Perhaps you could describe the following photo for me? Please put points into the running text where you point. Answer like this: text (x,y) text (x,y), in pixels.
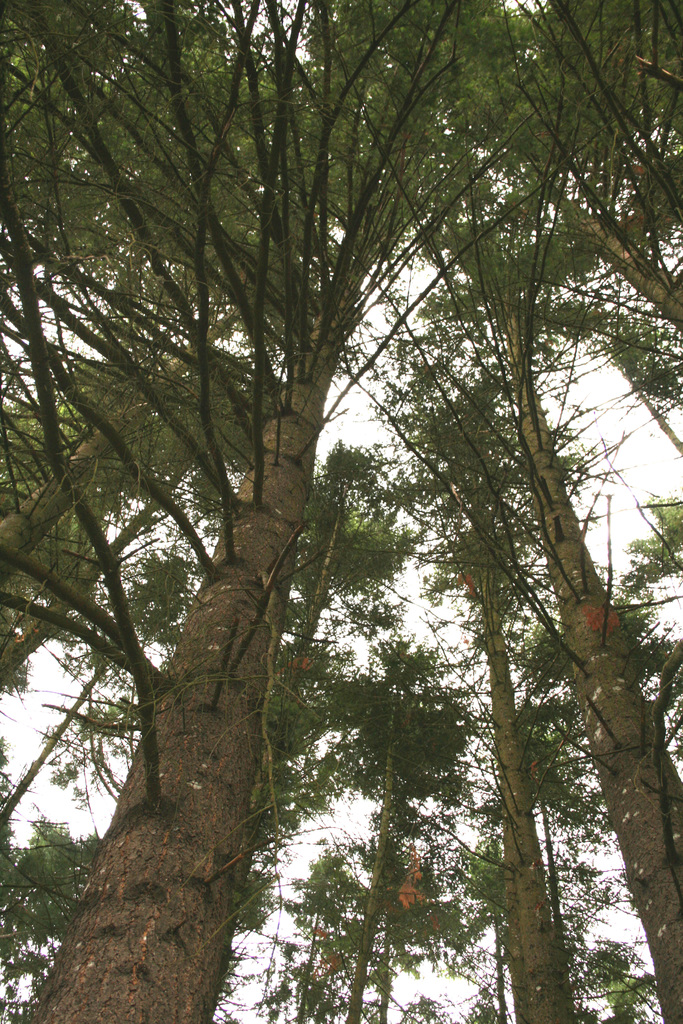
In this image I can see number of trees (319,195).
